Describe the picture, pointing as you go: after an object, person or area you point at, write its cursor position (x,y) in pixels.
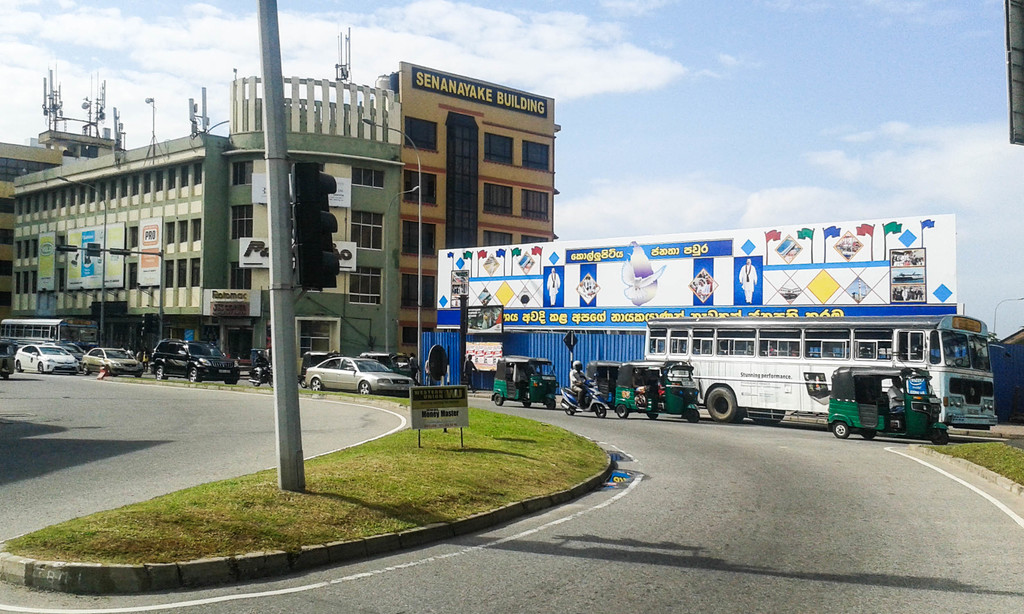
In this picture we can see vehicles (314,373) on the road (651,542), grass (432,447), traffic signal (300,192), some people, name boards (83,286), poles (282,315), banners (77,288), some objects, buildings (46,200) with windows (510,208) and in the background (749,41) we can see the sky (420,32) with clouds (208,45).
